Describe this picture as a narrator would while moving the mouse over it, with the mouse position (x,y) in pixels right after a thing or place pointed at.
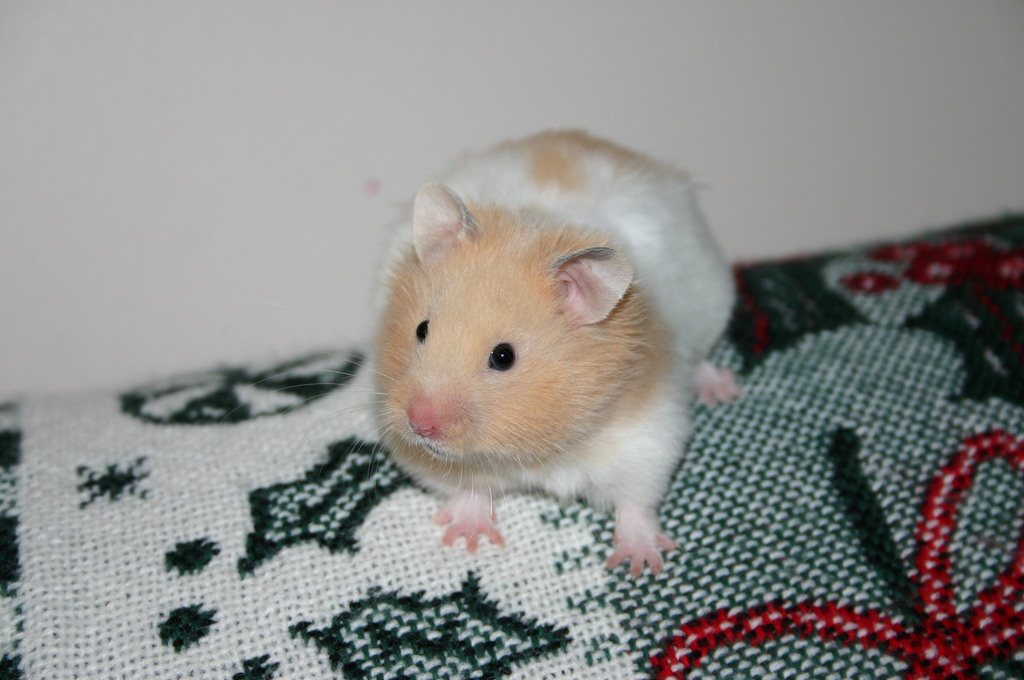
In this picture, we see the hamster (400,457) is on the cloth (377,506) or a carpet (806,463) which is in white, black and red color. In the background (756,162), we see a white wall (204,153). This picture might be clicked inside the room (204,315).
